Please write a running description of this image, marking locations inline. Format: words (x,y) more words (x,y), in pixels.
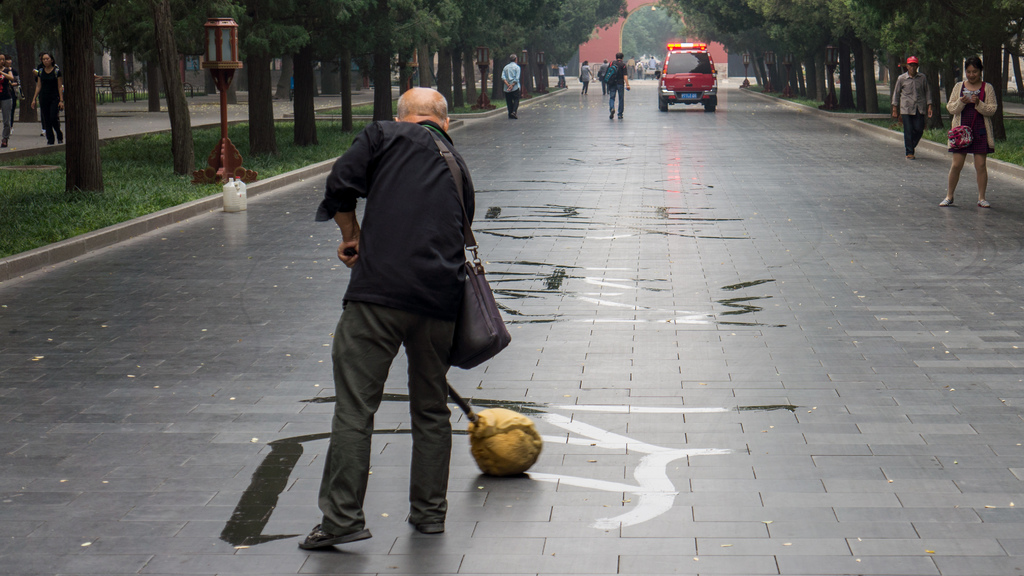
In this image there is a person (428,466) standing on the road (513,381) and writing something with stick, in front of him there are so many people (614,86) walking and also a red color vehicle (662,89) is riding, also there are trees (469,2) on the either side of road (883,239) and red arch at the background (545,30).
